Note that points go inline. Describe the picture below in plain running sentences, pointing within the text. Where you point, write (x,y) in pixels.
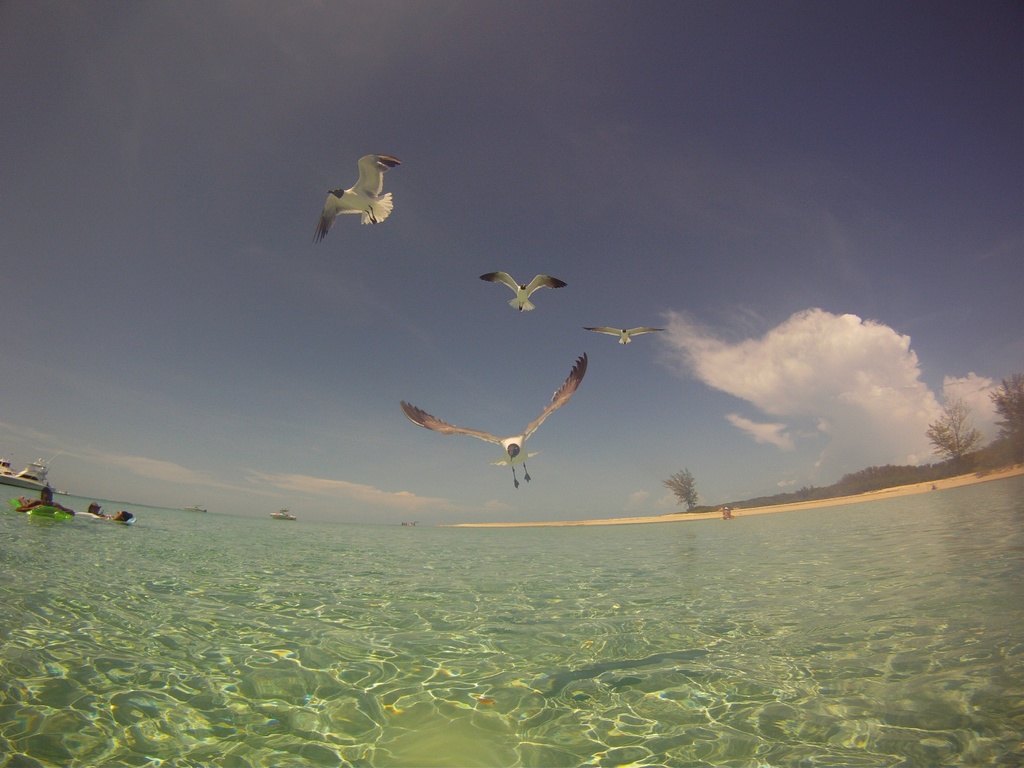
In this image in the front (360,643) there is water (363,663) and in the center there are persons (26,507) in the water (73,519), there are birds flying in the sky (501,358). In the background (8,481) there is a ship (31,475) sailing on the water (19,488) and there are trees (684,487) and we can see clouds (853,360) in the sky (392,227).
